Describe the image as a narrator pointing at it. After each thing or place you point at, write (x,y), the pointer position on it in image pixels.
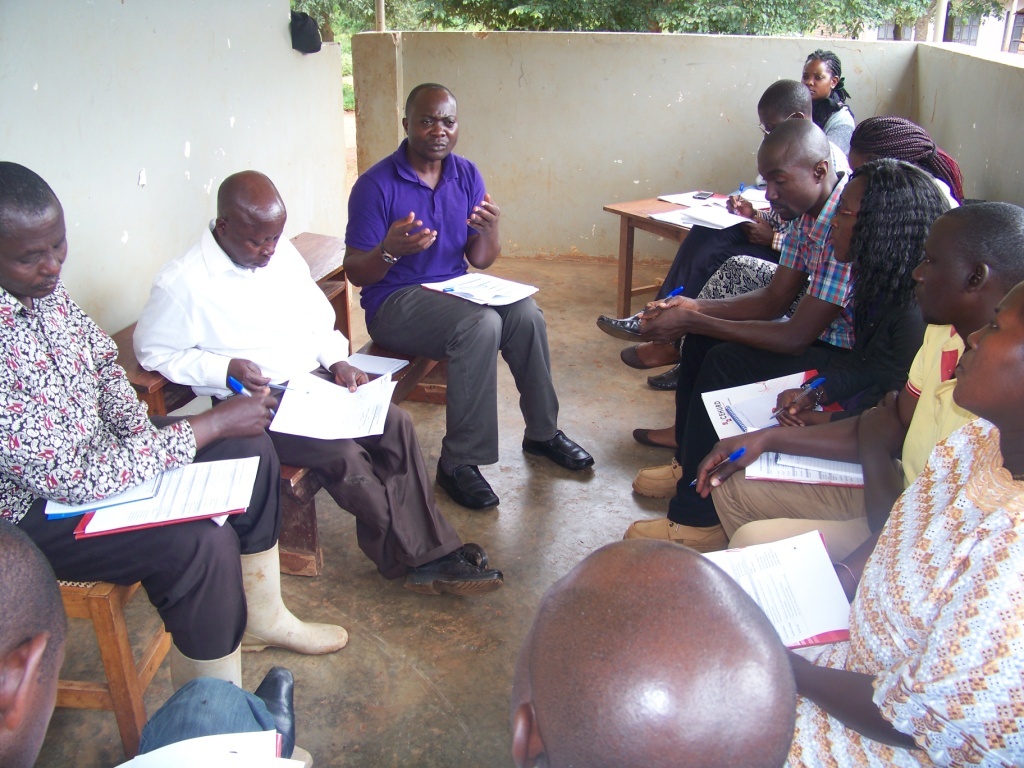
In this image there are group of people (892,649) who are discussing between them by sitting on the bench (385,352). Everyone is holding the paper (796,546) in their hands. At the background (565,87) there is a wall (445,54) and trees (571,15) above it.
